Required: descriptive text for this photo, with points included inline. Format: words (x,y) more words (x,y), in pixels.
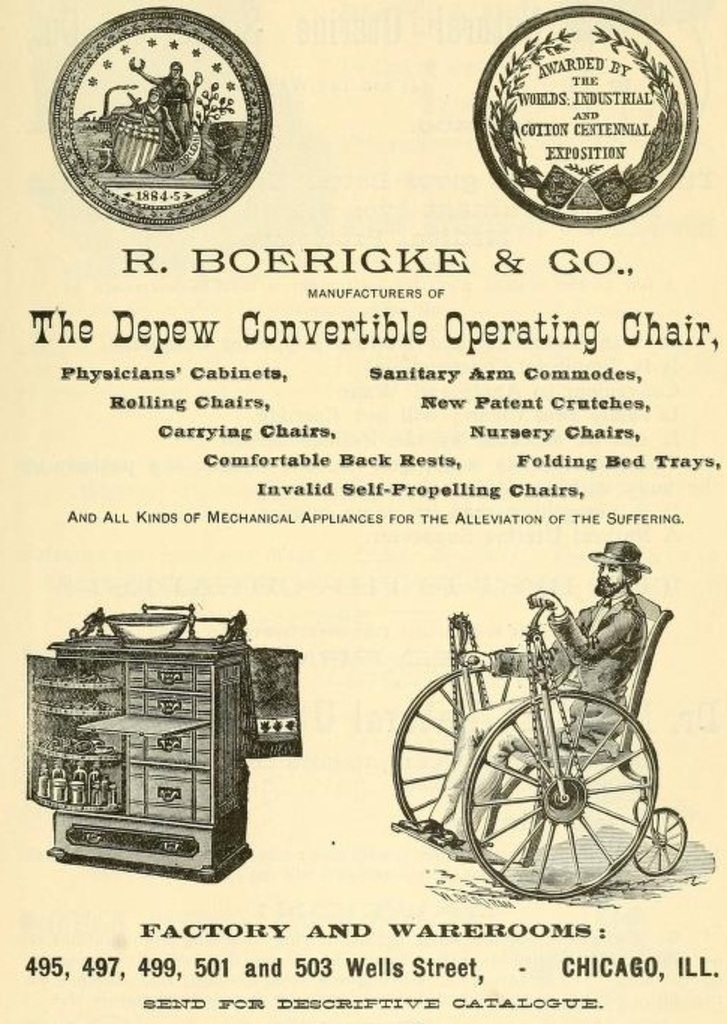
In the image in the center (256,386) we can see one paper (104,633). On paper (528,808), we can see one person (600,671) sitting on wheelchair (588,698). And we can see table (187,660), drawers (157,686), bowl (176,616) and some signs (575,181). And we can see on paper (127,786), it is written as "Factory And Warerooms".
